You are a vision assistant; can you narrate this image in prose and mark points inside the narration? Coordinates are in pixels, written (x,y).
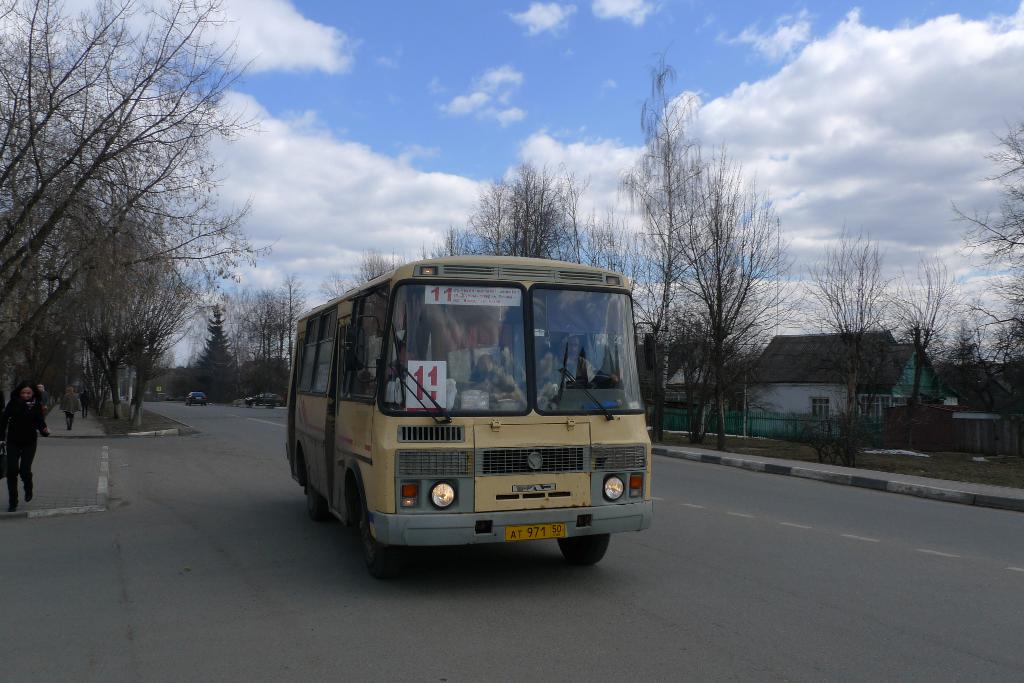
In this picture I can observe yellow color bus (424,430) on the road (312,591). On the right side (769,401) there is a house (788,375). I can observe some trees (150,358) on either sides of this road (279,533). In the background (415,186) there is a sky (417,98) with some clouds (825,147).
